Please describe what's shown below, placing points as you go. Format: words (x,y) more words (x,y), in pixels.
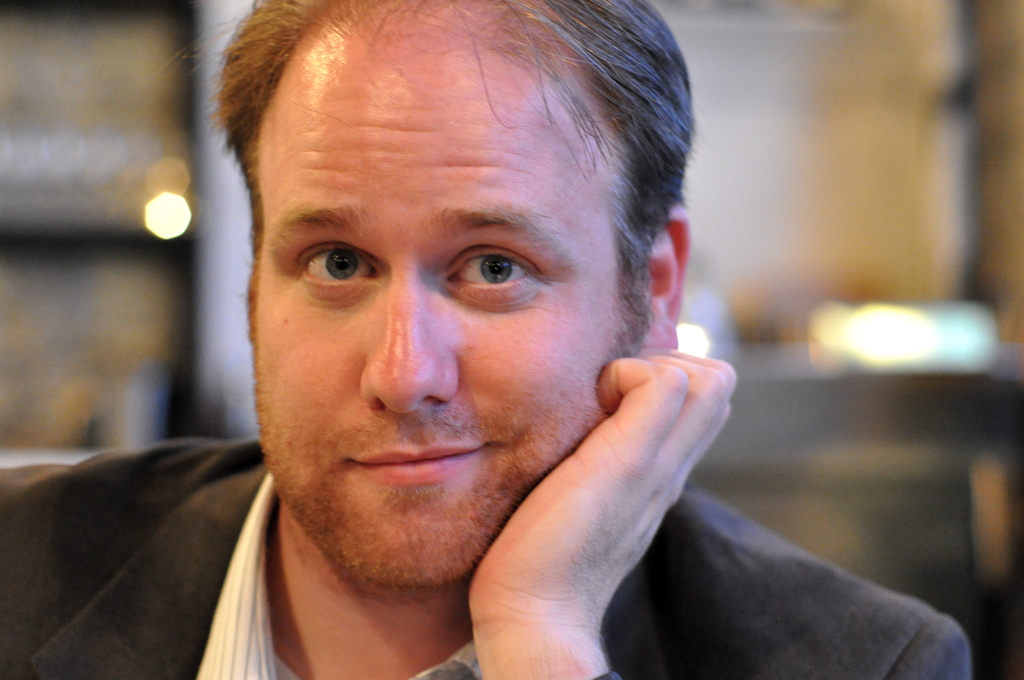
There is a person (445,440) wearing a black coat (711,626) is smiling. In the back (236,207) it is blurred.
